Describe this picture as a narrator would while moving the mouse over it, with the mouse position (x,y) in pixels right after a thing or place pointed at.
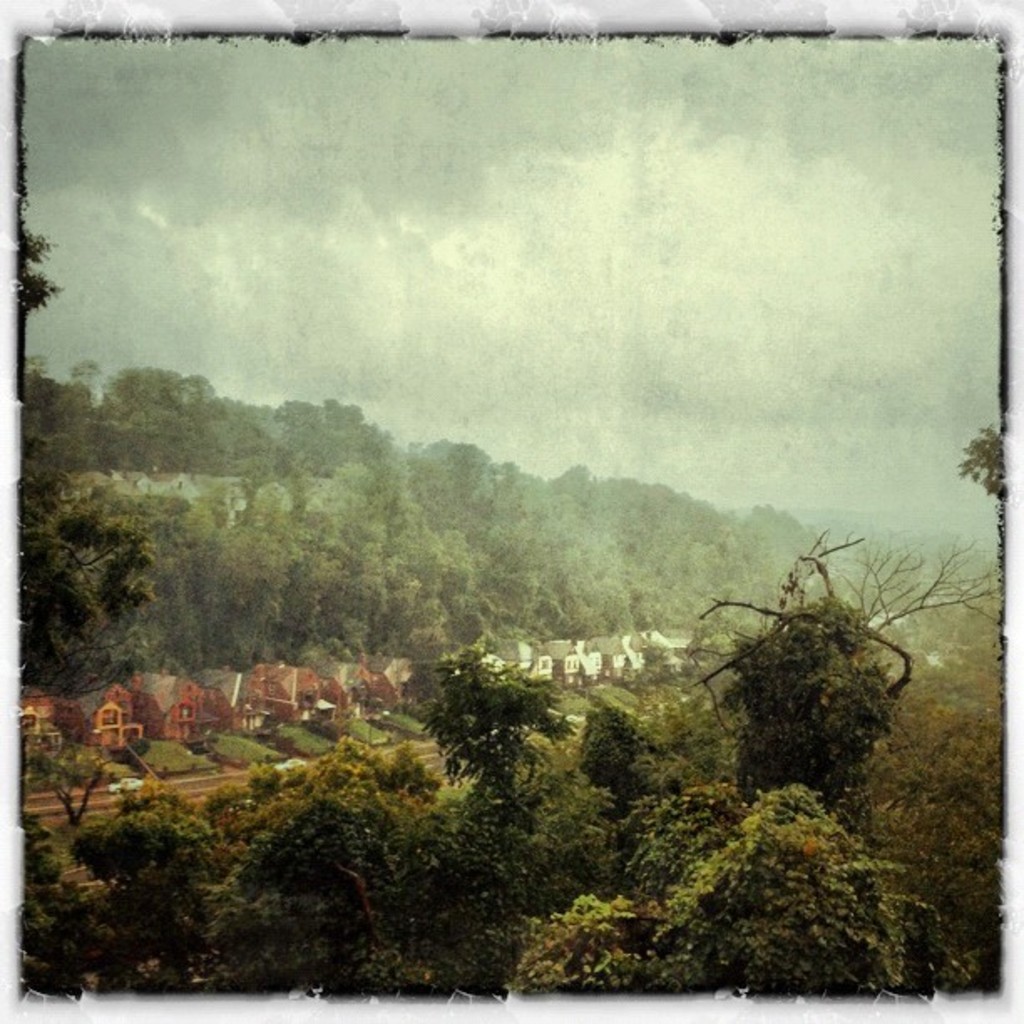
In this image we can see many houses (240,711) and also trees (322,559). There is a cloudy sky (568,235) and the image has borders (3,20).
